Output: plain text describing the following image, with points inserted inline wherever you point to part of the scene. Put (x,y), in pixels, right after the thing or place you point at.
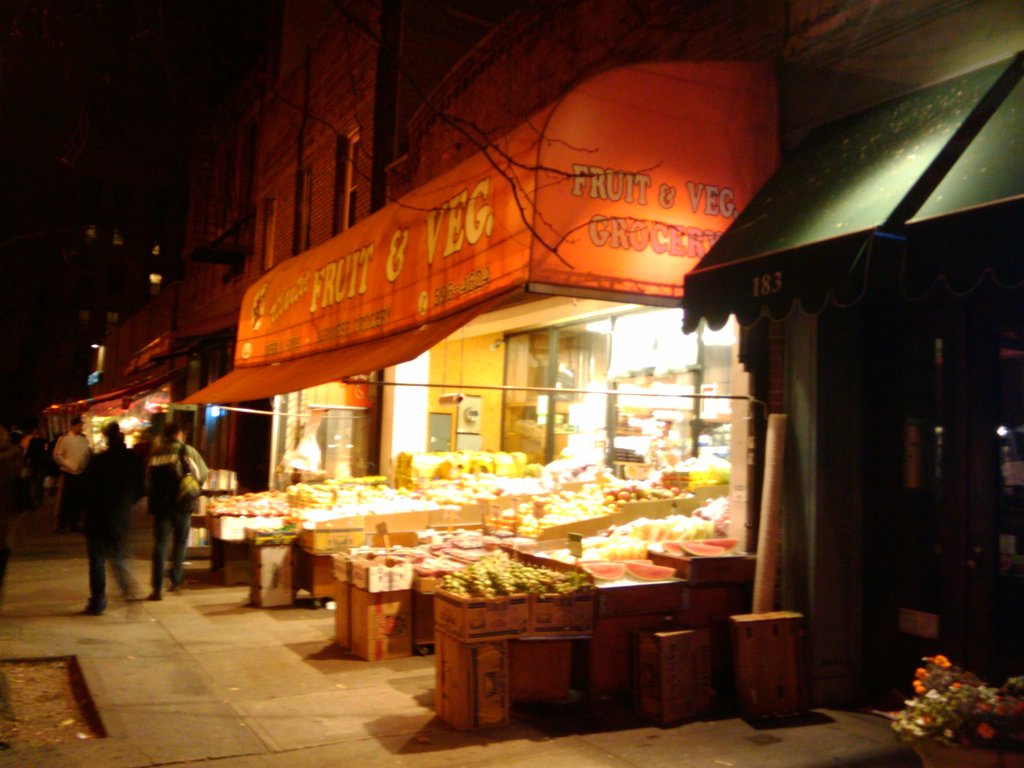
In this picture there is a shop (543,372) in the center of the image (505,474) and there is another stall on the right side of the image (863,692), there are people (15,456) on the left side of the image (45,472), there are flowers (938,701) at the bottom side of the image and there are buildings (288,90) at the top side of the image (602,27).
